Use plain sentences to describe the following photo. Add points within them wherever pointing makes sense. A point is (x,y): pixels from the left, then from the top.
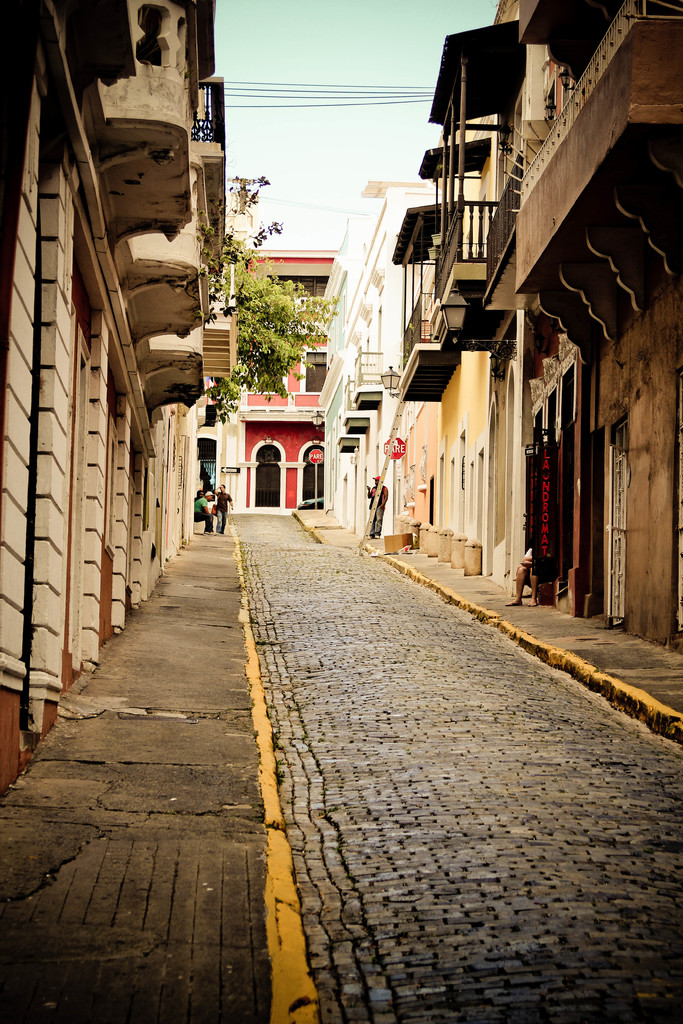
In this picture we can see the lane (371,561) in the middle (421,680) with cobble stones (350,726) on the floor (274,707). On both the side we can see some buildings (535,392) with balcony grills (497,216). In the background (295,491) there is a red arch building wall (280,406) and tree (242,306). On the top (275,178) there is a sky (275,178).
